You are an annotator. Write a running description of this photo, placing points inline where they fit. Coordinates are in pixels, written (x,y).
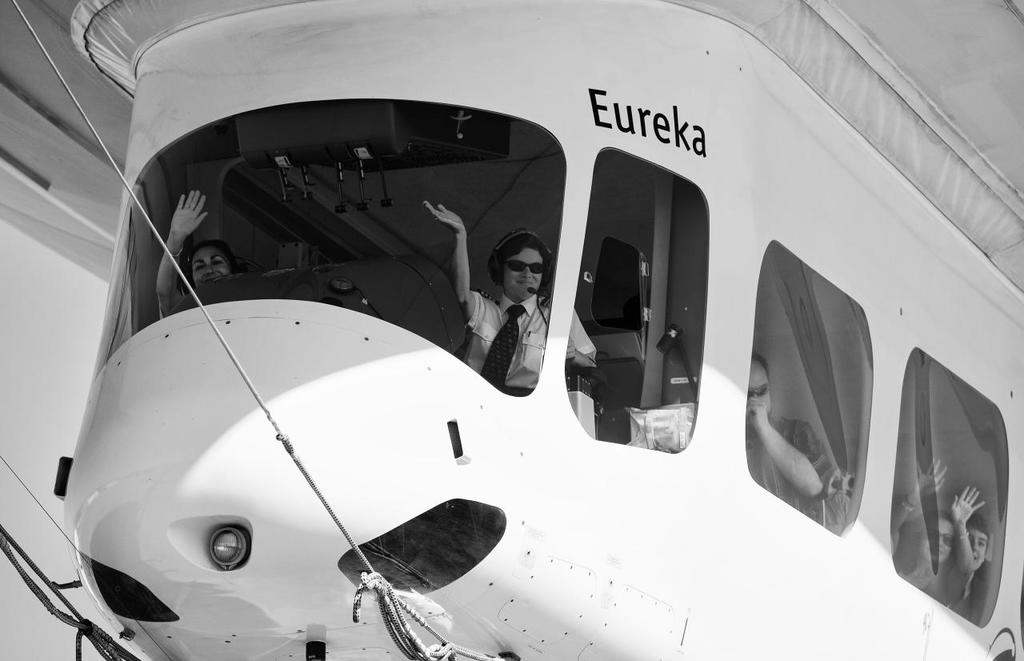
In this image there is an aircraft (247,236), there are persons (595,362) inside the aircraft (674,387), there is text (683,139) on the aircraft (678,104), there is a rope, there is the sky (39,377) towards the left of the image (28,361).
